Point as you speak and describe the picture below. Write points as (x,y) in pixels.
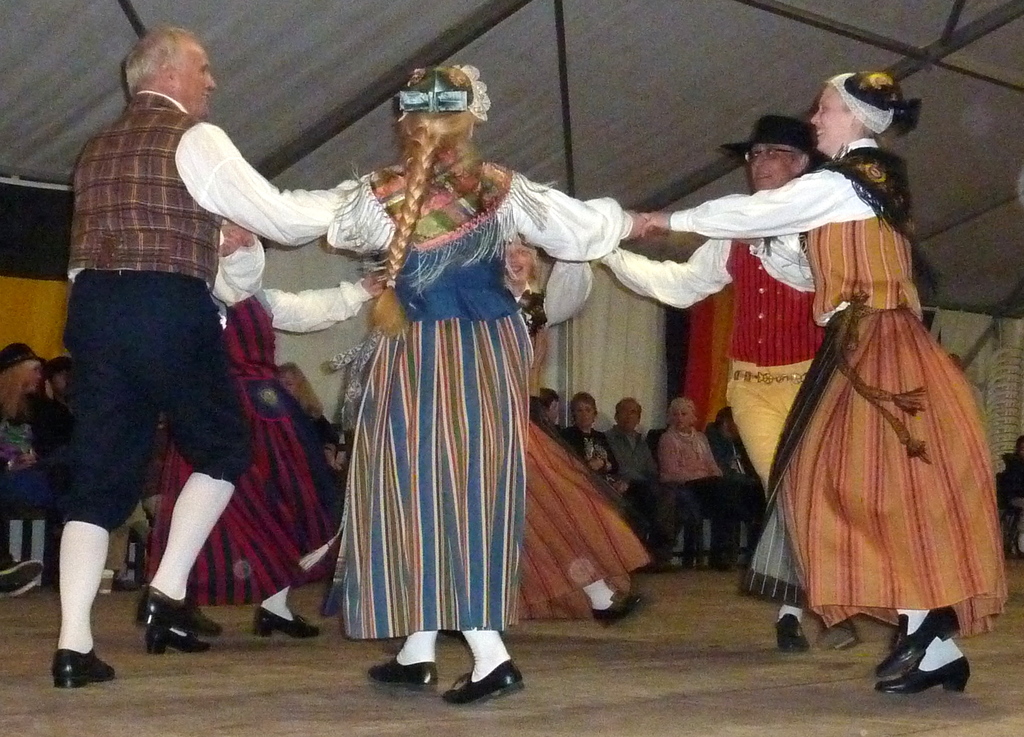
In this image we can see people (151,53) dancing. In the background of the image (48,377) there are people (684,488) sitting on chairs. At the top of the image (493,64) there is ceiling (253,73). At the bottom of the image (509,696) there is floor (542,677).
